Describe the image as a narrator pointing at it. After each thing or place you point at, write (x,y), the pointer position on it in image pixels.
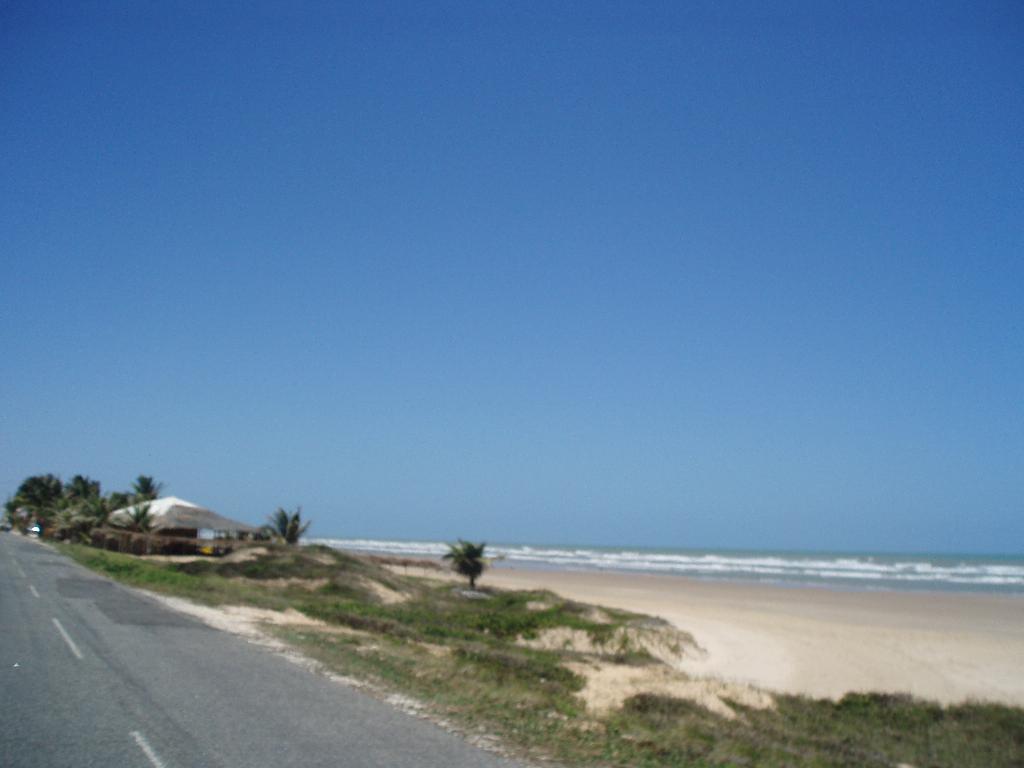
As we can see in the image there are trees (125,499), house (206,531), grass (456,676) and water (647,556). On the top (616,206) there is blue sky (452,324).
